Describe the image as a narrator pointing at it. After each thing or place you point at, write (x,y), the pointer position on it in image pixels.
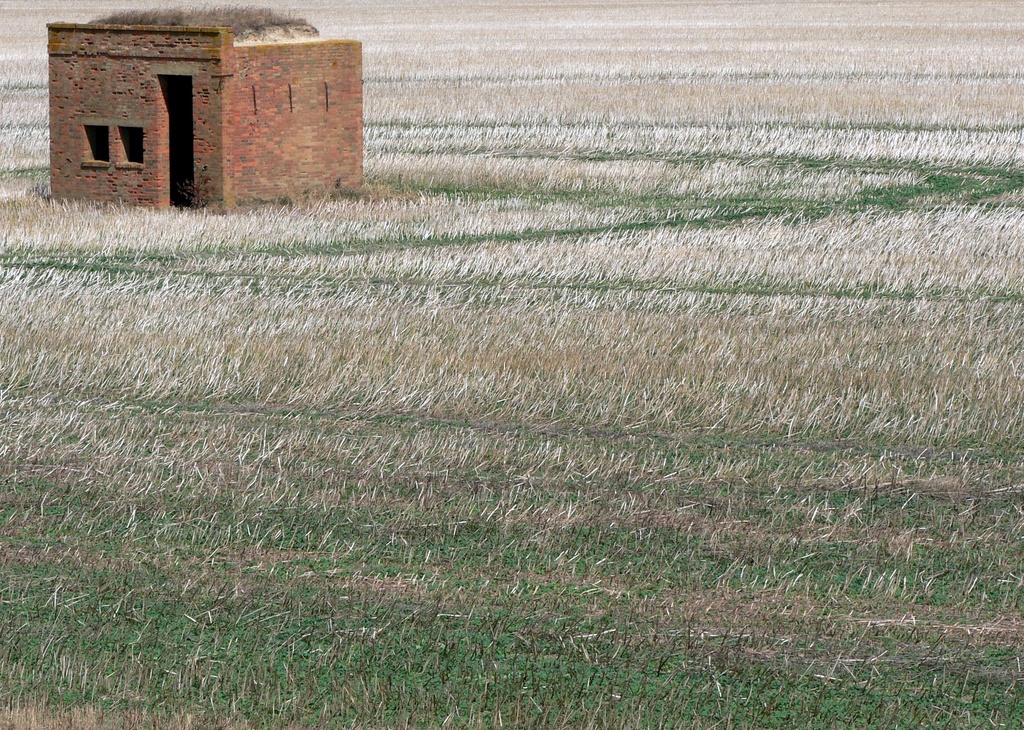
In this image we can see one small brick house (111,173) on the ground (812,35), some mud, grass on top of the house (291,133) and some grass (503,231) on the ground (310,276).
